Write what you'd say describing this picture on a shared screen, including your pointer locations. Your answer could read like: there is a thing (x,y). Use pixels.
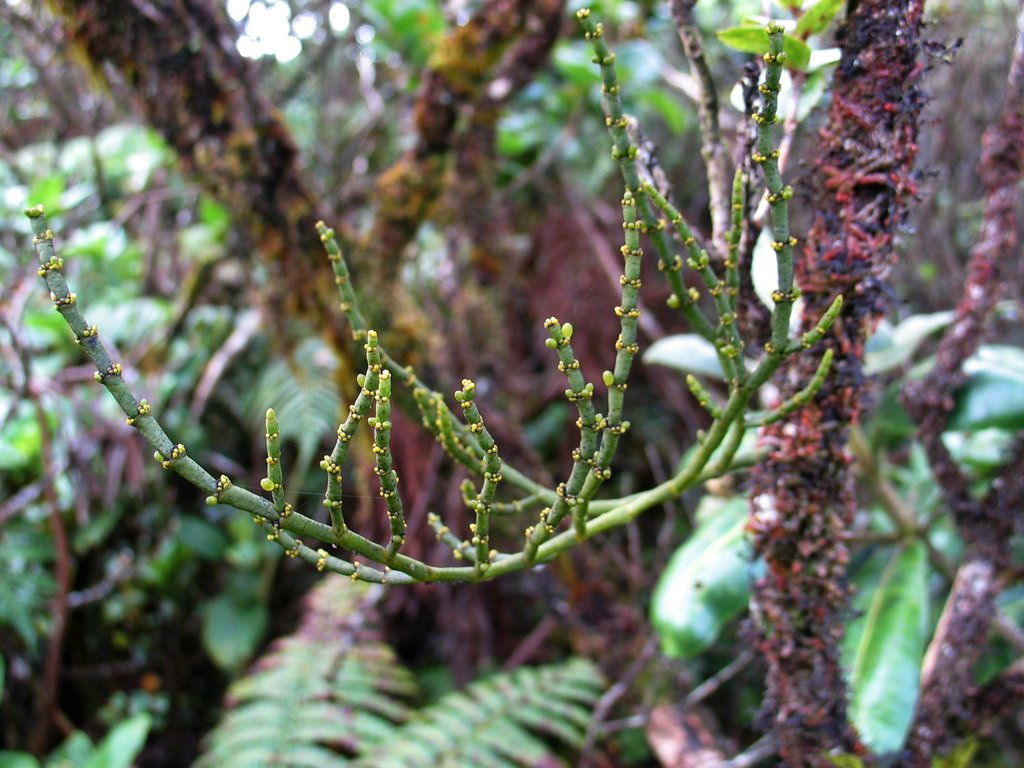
In this picture, we can see trees (811,264), plants (446,425), and the blurred background (565,263).
